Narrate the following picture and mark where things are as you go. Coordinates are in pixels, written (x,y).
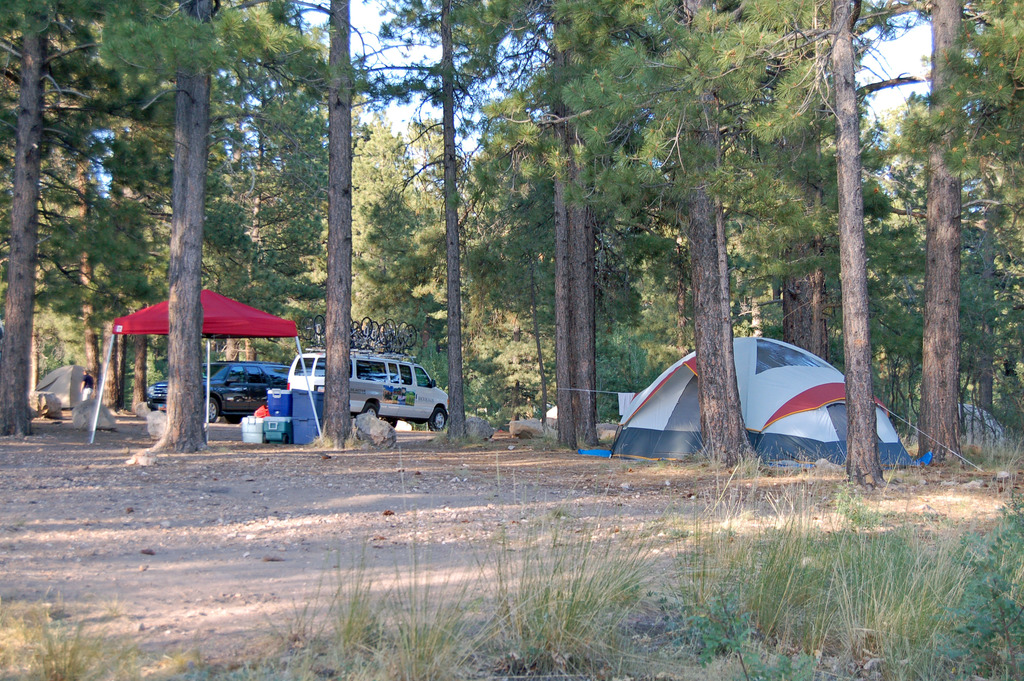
This picture is clicked outside. In the foreground (616,622) we can see the green grass (863,635). In the center (554,310) we can see the trees (431,344), tents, vehicles (258,371) and some other objects (252,431) are placed on the ground (513,444). In the background (360,131) we can see the sky (362,15) and the trees (644,156).
